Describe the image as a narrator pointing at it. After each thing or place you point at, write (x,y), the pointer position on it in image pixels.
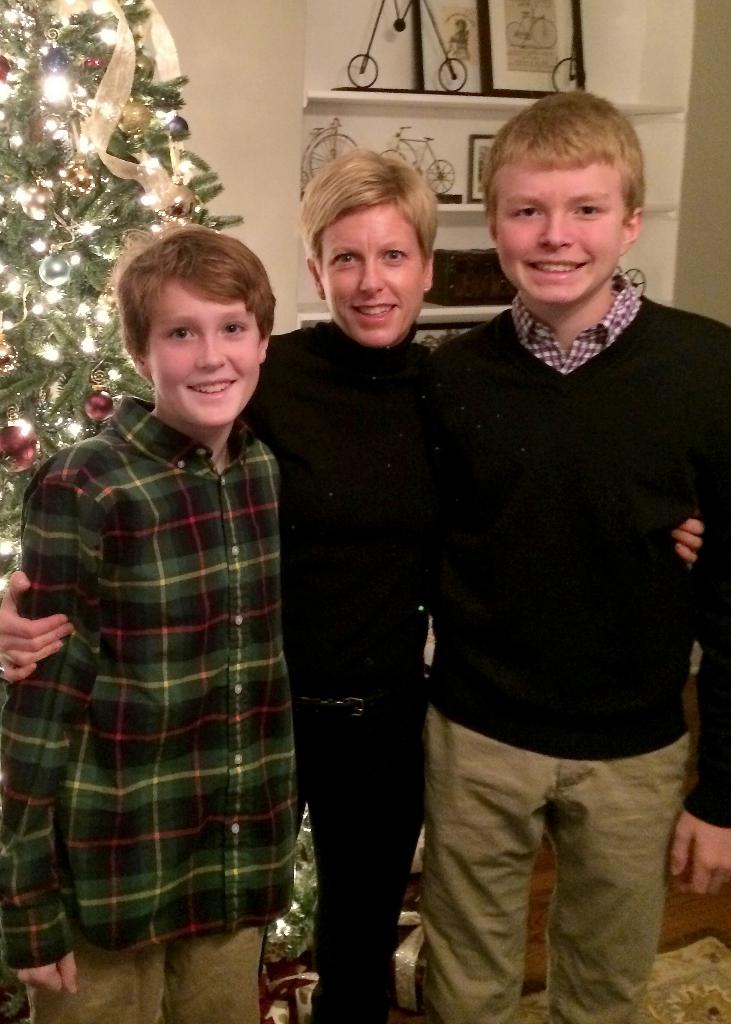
There are three people (343,616) standing. Background (113,19) we can see Christmas tree (91,113) with lights (5,88), wall (176,14) and frames (433,1) and some objects (475,274) in shelves (450,103).
